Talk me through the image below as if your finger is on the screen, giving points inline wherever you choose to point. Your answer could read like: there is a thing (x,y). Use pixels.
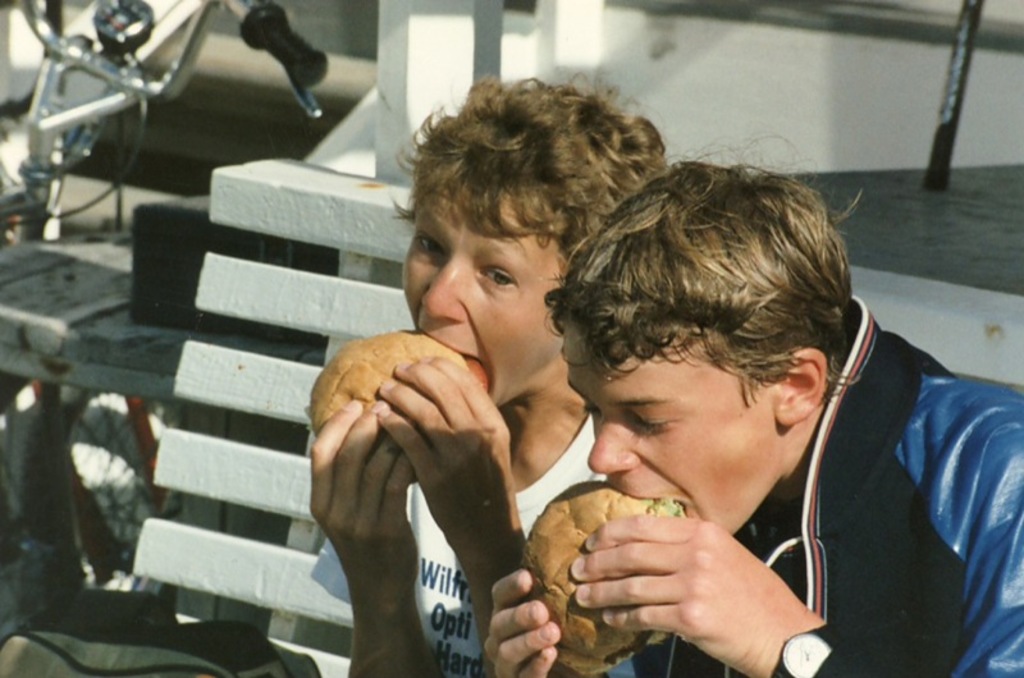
In this image, on the right (683,353) there are two people (544,414), they are eating burgers (608,507), they are sitting on the bench (286,454). At the bottom (132,630) there is a bag (150,670). In the background (160,179) there are bicycle (114,79), floor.
